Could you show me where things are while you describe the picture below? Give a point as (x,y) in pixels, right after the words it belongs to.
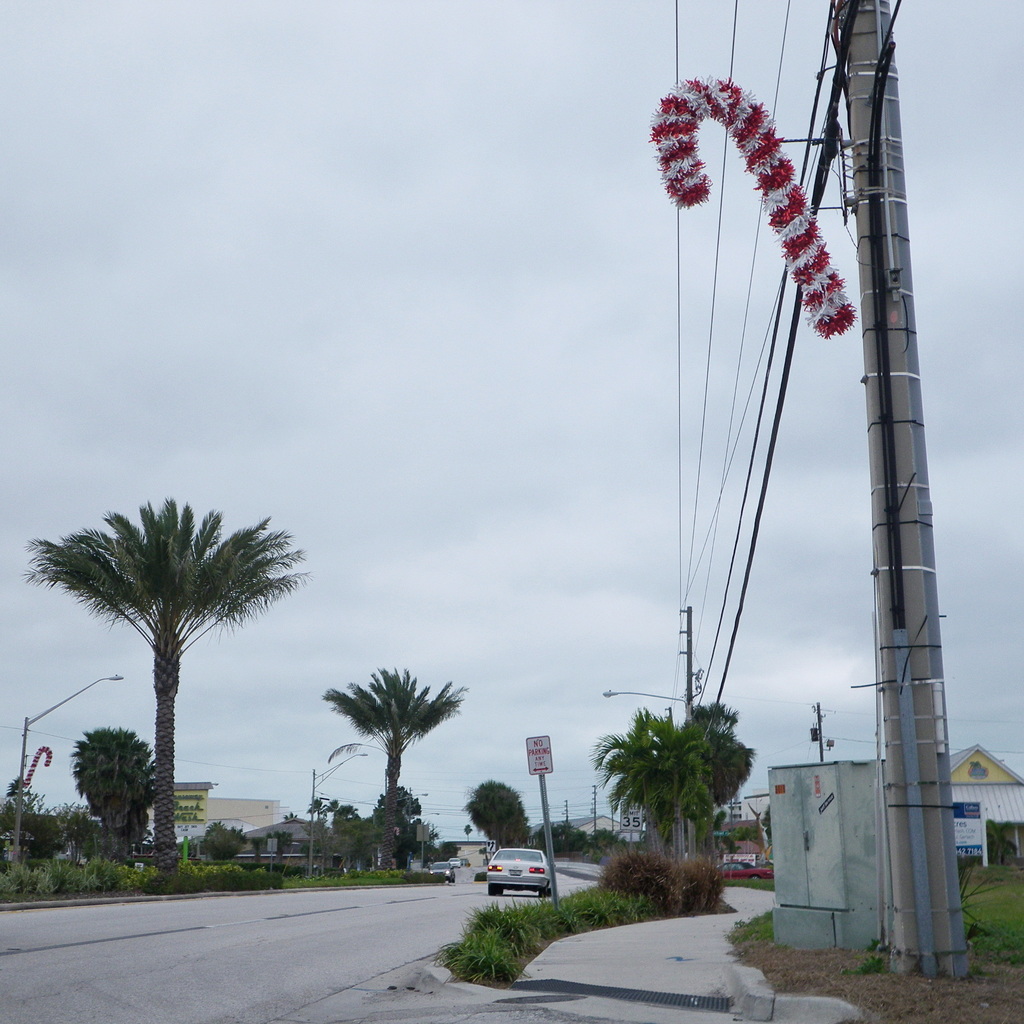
In this image in the center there is a road (453,905), on the road (236,965) there are some vehicles (452,865) and on the right side (703,790) and left side (95,827) there are some trees (102,845), buildings (751,848), poles (900,836), wires (879,121) and at the top of the image (255,264) there is sky (365,326).
